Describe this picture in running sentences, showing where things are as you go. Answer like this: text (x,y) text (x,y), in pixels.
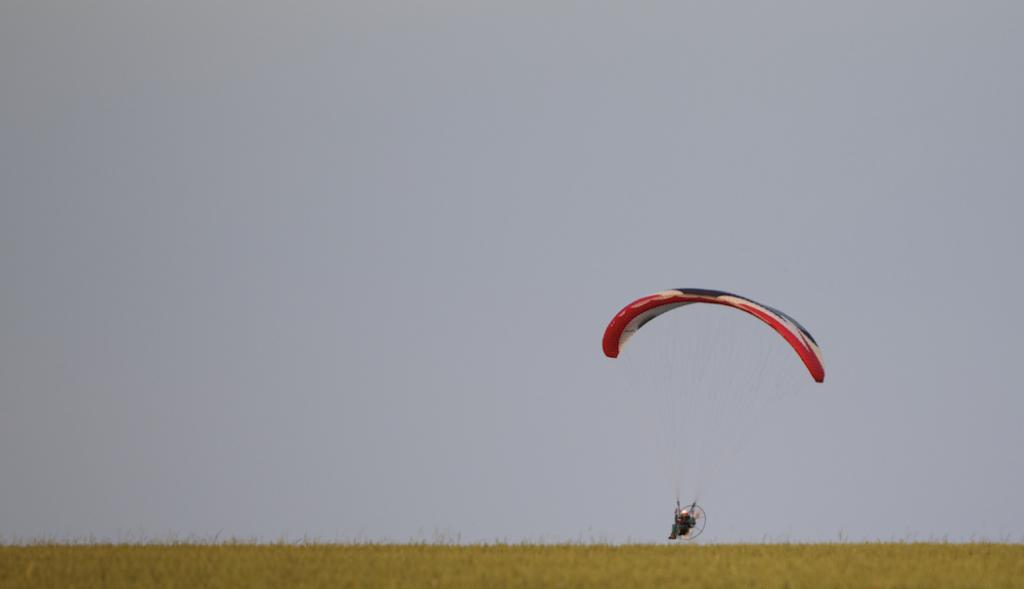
In this picture we can see a cloudy sky (386,108) and a person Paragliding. We can see the grass (160,555) on the ground (140,558).
